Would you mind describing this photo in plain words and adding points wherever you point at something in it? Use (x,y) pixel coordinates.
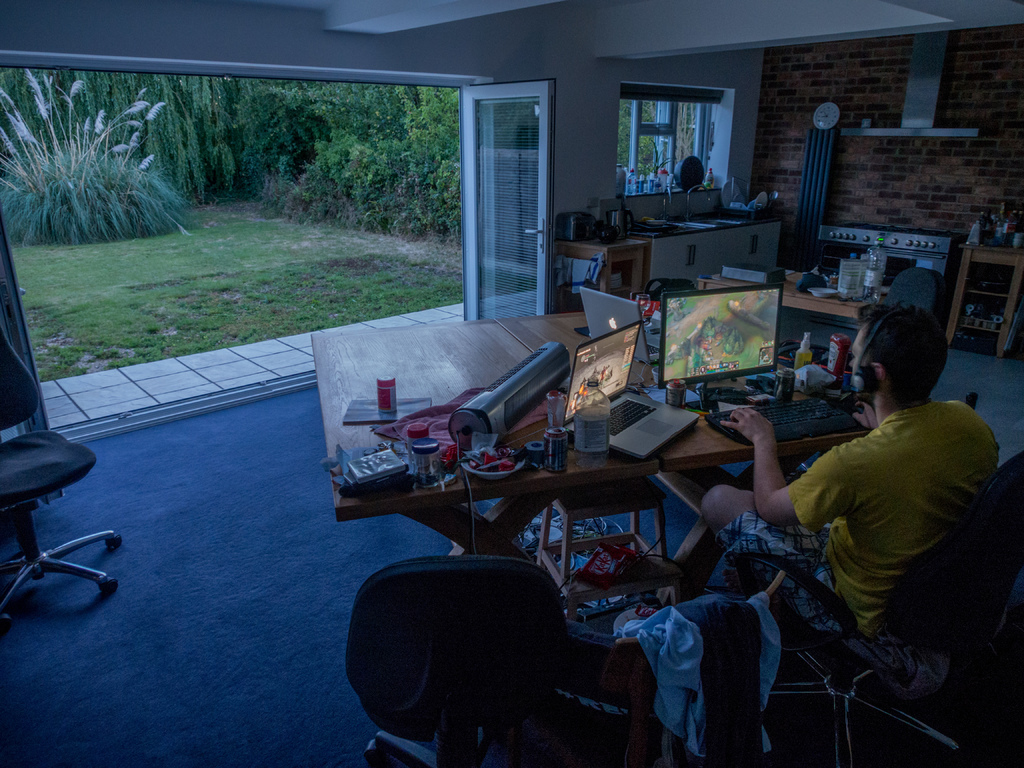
This picture is inside view of a room (293,483). We can see some objects (810,377), laptop (598,319), screen (723,334), monitor (711,355), bottle (594,423) are present on the table (370,367). A person (896,464) is sitting on a chair (974,569) and wearing a headset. At the bottom of the image (364,657) we can see some chairs (585,624), clothes (687,669) are present. At the top of the image (702,25) we can see a roof (662,54), clock (822,116) are there. On the left side of the image (200,159) we can see some bushes (107,177), trees (269,136), grass (272,273) are there. In the middle of the image (480,269) a door (487,95) is there.
